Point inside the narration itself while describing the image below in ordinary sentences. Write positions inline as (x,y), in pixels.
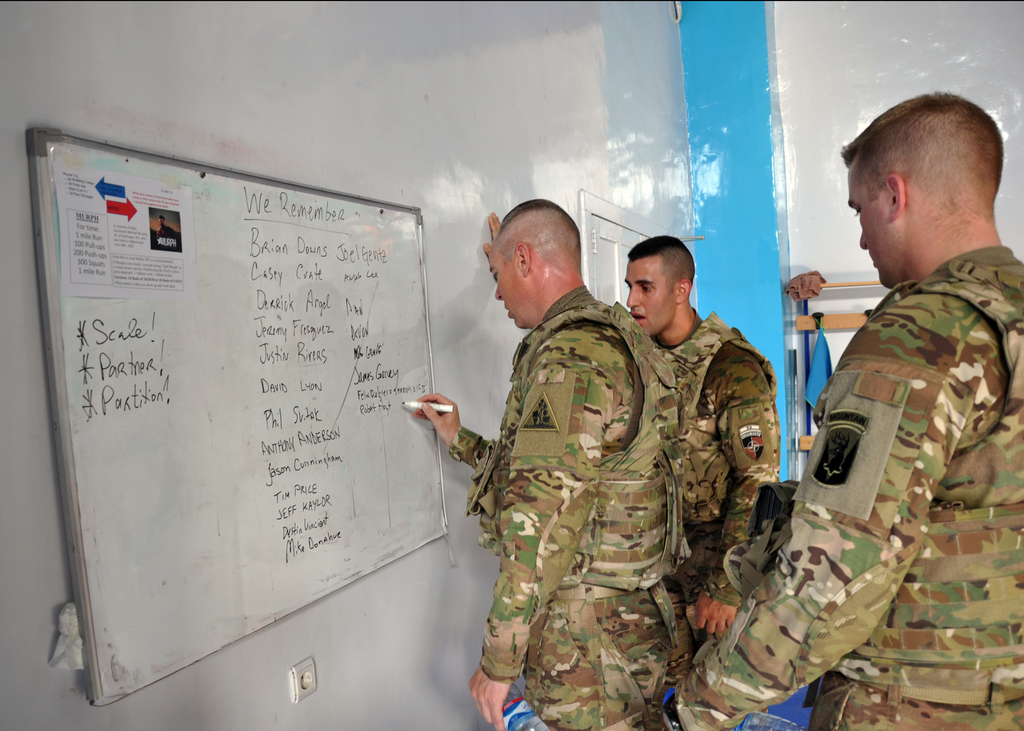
Here in this picture we can see three men (705,482) with military dress (700,472) and jackets (659,450) standing over a place and the man (574,453) on the left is writing something on the white board (305,388), which is present on the wall (429,565) and beside them we can see a door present and we can also see other things (824,377) also present.
